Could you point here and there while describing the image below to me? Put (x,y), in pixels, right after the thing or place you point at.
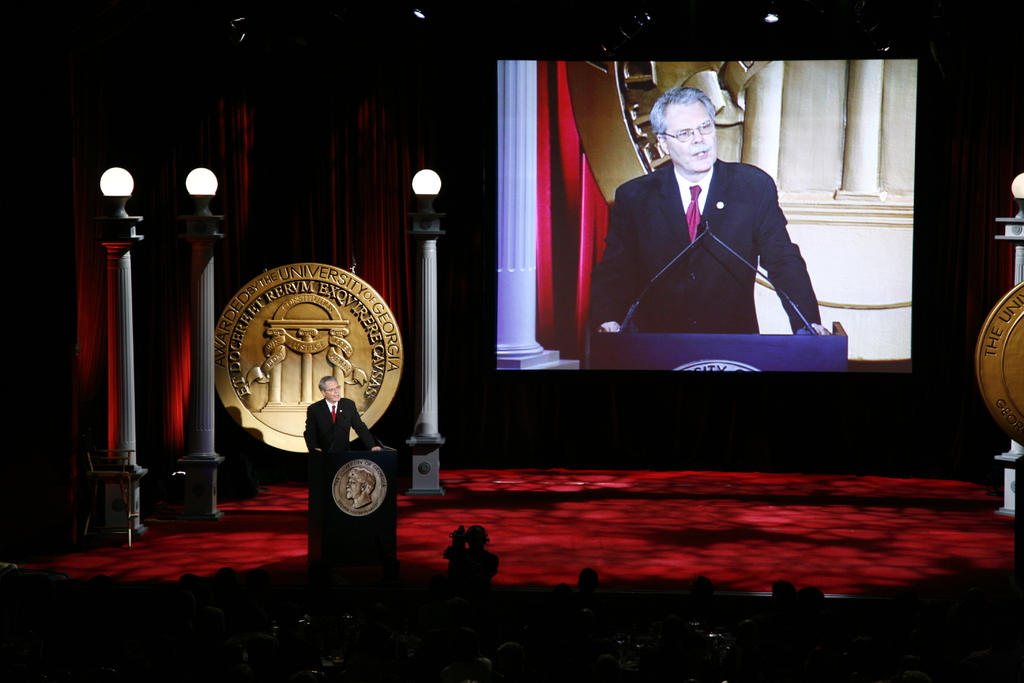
This picture is clicked inside. In the foreground (491,655) we can see the group of persons (427,666). On the left (337,401) there is a person (330,401) standing behind the podium (365,461). On the left (125,184) we can see the lights (208,185) attached to the pillars (203,254). On the right corner (1009,317) there are some objects (991,333). In the background (302,113) we can see the curtains (365,113), focusing lights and a projector screen (537,244) on which we can see the picture (661,220) of a person (685,281) and some other objects (895,123) and we can see the picture (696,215) of microphones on the projector screen (625,165).
